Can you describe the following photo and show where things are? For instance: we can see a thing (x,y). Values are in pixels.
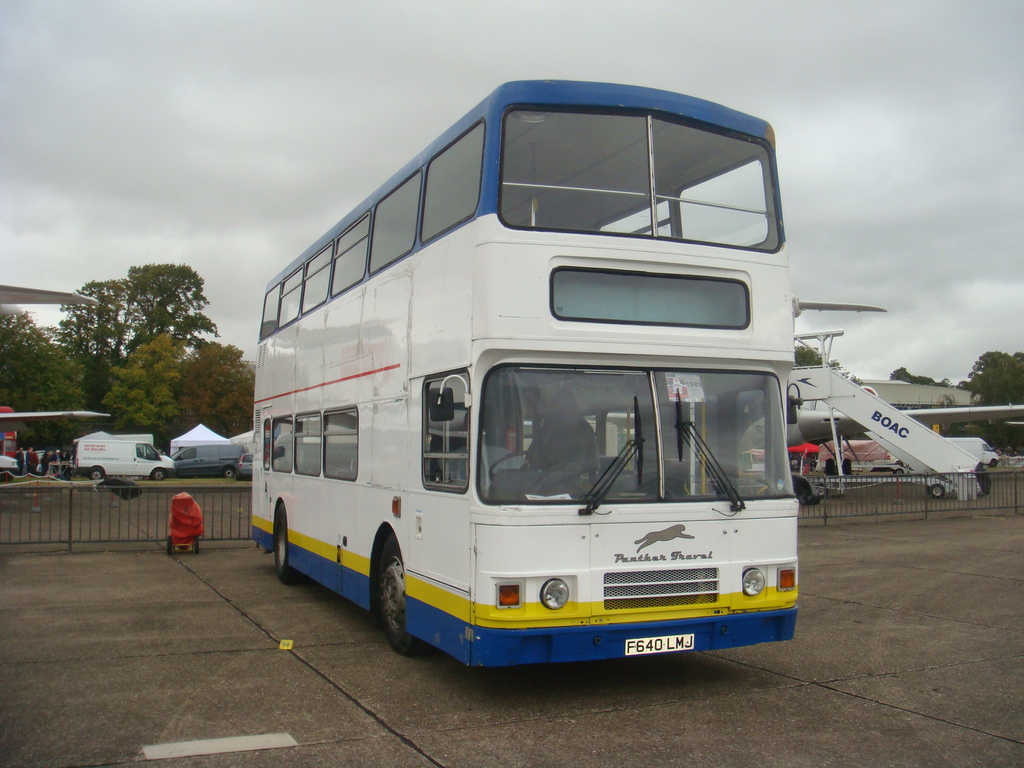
This picture shows a bus (520,392) and we see a plane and few vehicles (199,452) on the side and we see trees (220,413) and a cloudy Sky (969,8).
